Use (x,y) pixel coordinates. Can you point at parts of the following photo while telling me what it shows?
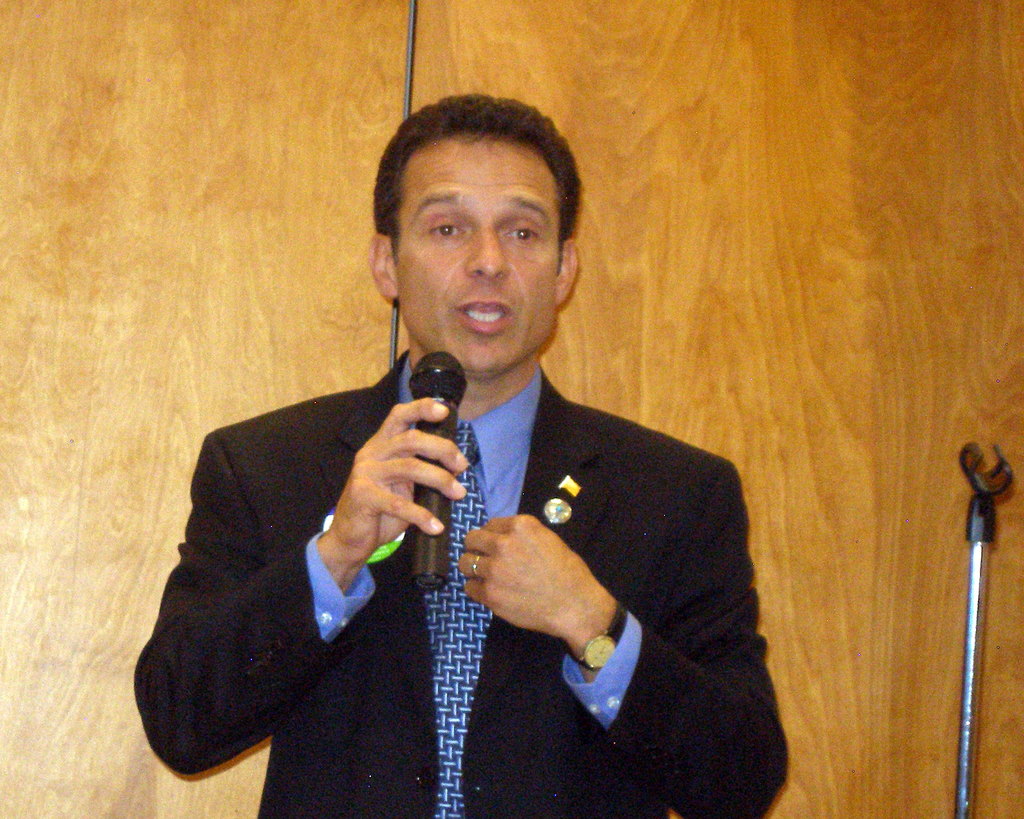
Here in this image I can see a man (366,445) holding a mic (437,382) in his right hand (389,464). I can see he is wearing a black color of dress (609,469) with blue color of tie (452,574) and I can see a watch (599,652) in his left hand (602,626).
